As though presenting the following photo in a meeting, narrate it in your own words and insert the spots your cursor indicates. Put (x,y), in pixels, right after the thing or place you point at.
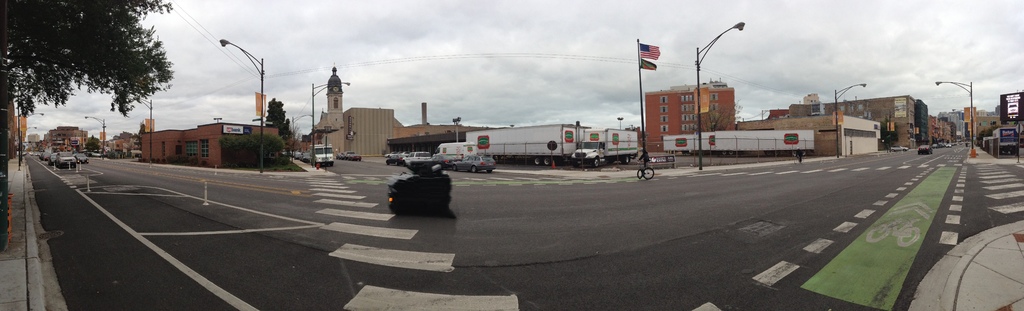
In this picture we can see the buildings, electric light poles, wires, vehicles (702,142), flags (655,51), poles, clock tower (330,122), trees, boards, barricades (741,156), bicycle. At the bottom of the image (529,237) we can see the road (632,205). At the top of the image (585,39) we can see the clouds (513,82) are present in the sky (130,119). On the left side of the image (25,197) we can see the footpath (16,199).
